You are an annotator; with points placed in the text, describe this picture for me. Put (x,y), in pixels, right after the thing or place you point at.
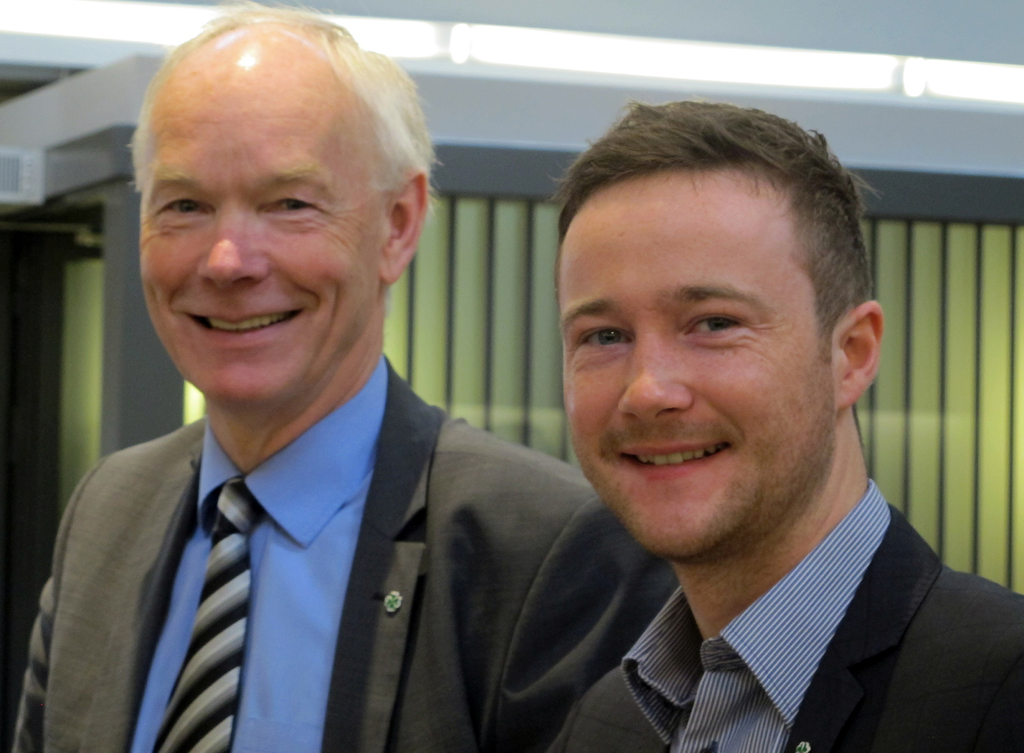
In the center of the image (420,483) we can see two people (479,623) standing and smiling. They are wearing suits (818,672). In the background (528,172) we can see a wall (501,170) and lights (588,69).
